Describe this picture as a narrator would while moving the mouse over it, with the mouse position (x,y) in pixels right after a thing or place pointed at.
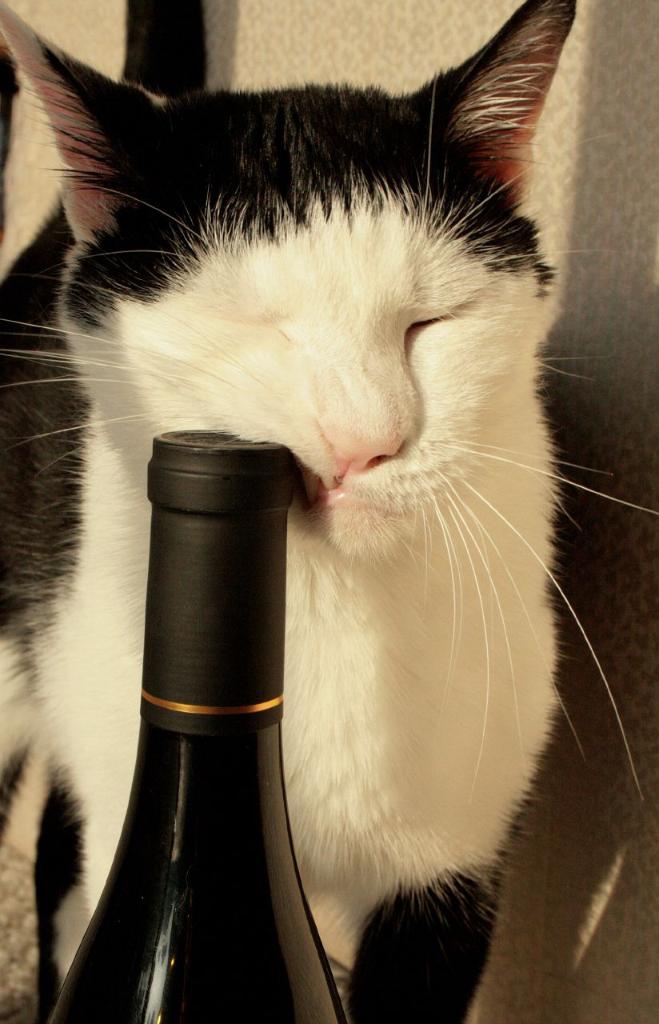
In this image I can see a black and white color cat (380,468) and I can see at the bottom (190,1016) there a bottle (242,503).
